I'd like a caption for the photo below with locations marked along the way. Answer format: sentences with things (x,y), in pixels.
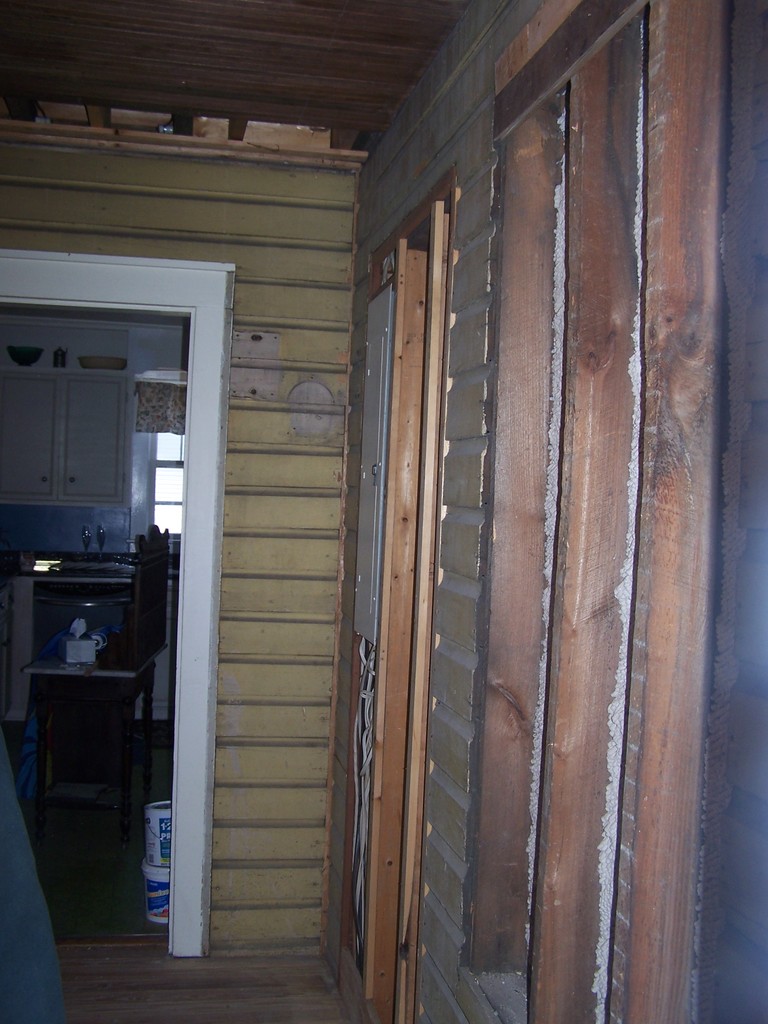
In this picture we can see a wall (339,611), chair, cupboard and window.
